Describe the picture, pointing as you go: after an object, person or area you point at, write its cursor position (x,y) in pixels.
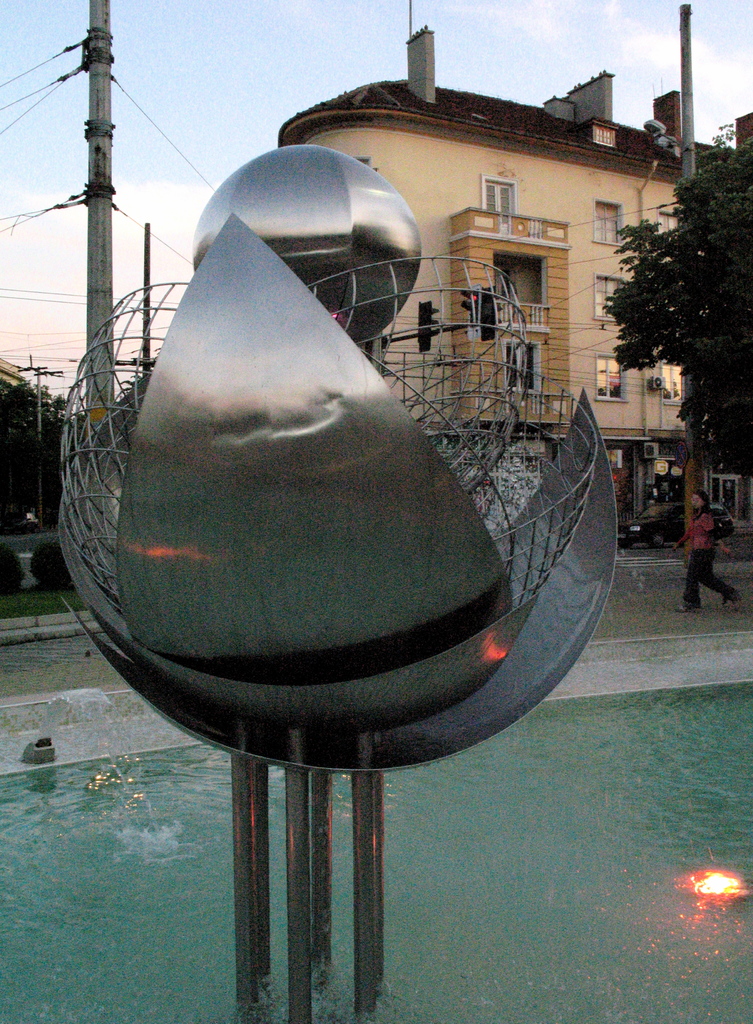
In this image, in the middle (388,560), we can see a metal instrument (292,943) which is on the water (500,1014). On the right side (709,584), we can see a person (712,570) walking, trees (739,456). In the background (742,440), we can see some trees (735,372), electric pole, electric wires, building (417,305), glass window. At the top (261,49), we can see a sky (273,8) which is a bit cloudy, at the bottom (96,768), we can see a road (646,598) and water (480,914) in a pool (638,884).
